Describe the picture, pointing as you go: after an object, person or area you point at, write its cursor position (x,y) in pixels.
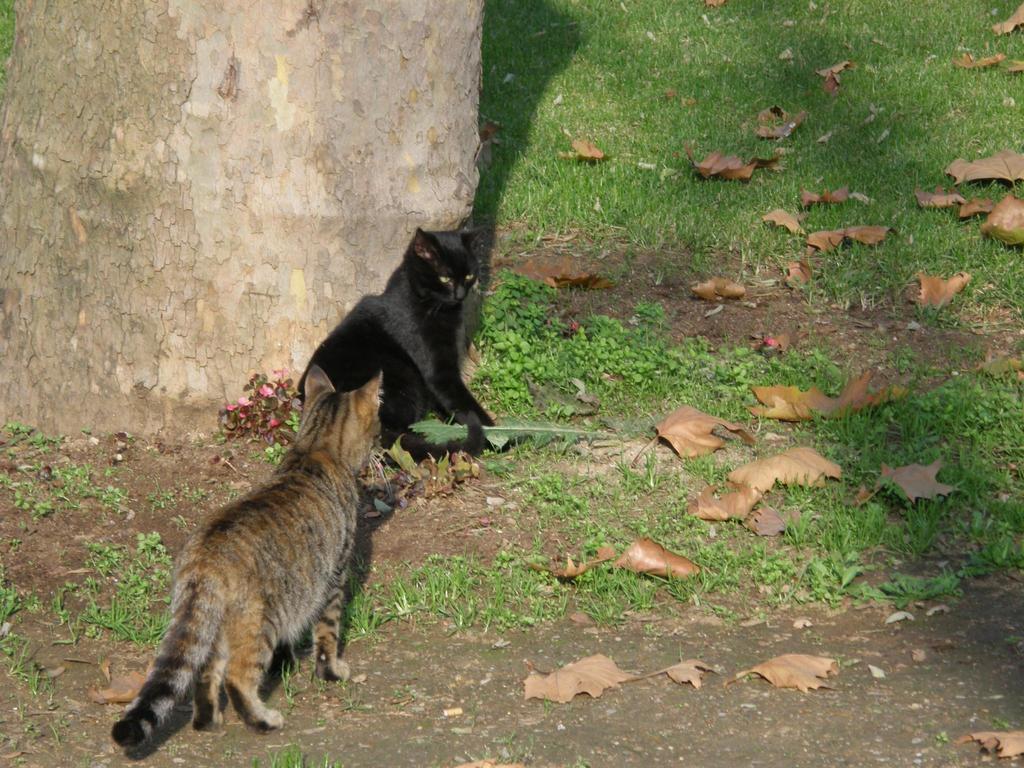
In the picture we can see a grass surface (909,198) and some part with the path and some dried leaves (696,450) on it and we can see two cats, one is black in color and one is with some black colored lines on it and beside it we can see a huge tree trunk (162,75).
